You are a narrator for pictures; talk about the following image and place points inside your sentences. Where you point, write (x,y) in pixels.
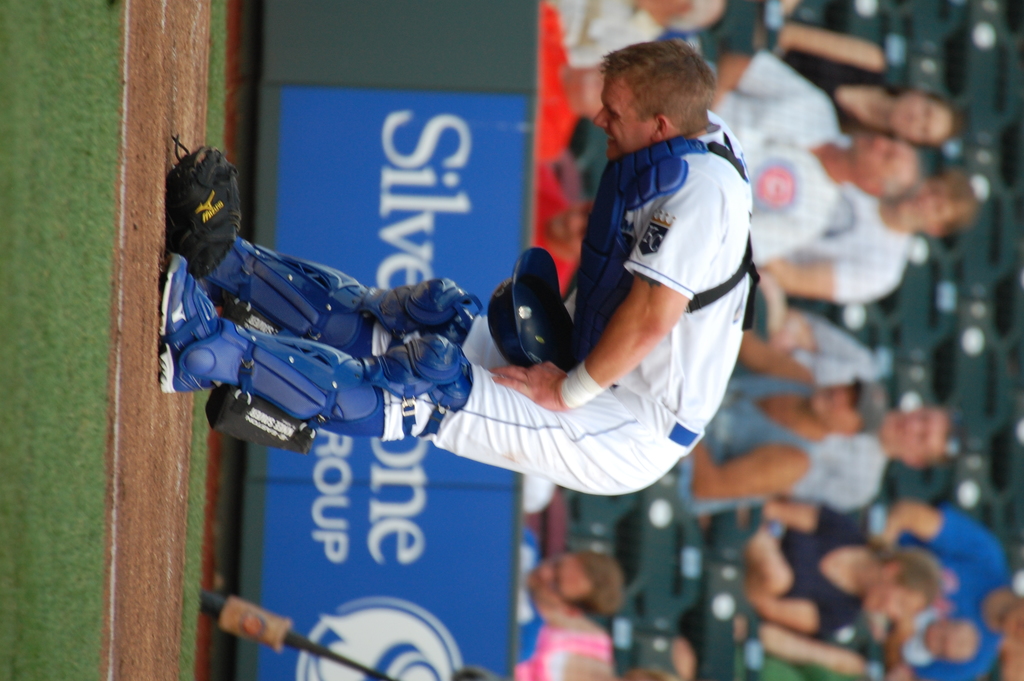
In the image in the center (660,380) we can see one person (694,352) crouching and he is holding helmet (500,313) and he is in white color t shirt (673,279). In the background (813,301) there is a banner (340,481), stick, chairs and few people (829,476) were sitting on the chair (580,506).
